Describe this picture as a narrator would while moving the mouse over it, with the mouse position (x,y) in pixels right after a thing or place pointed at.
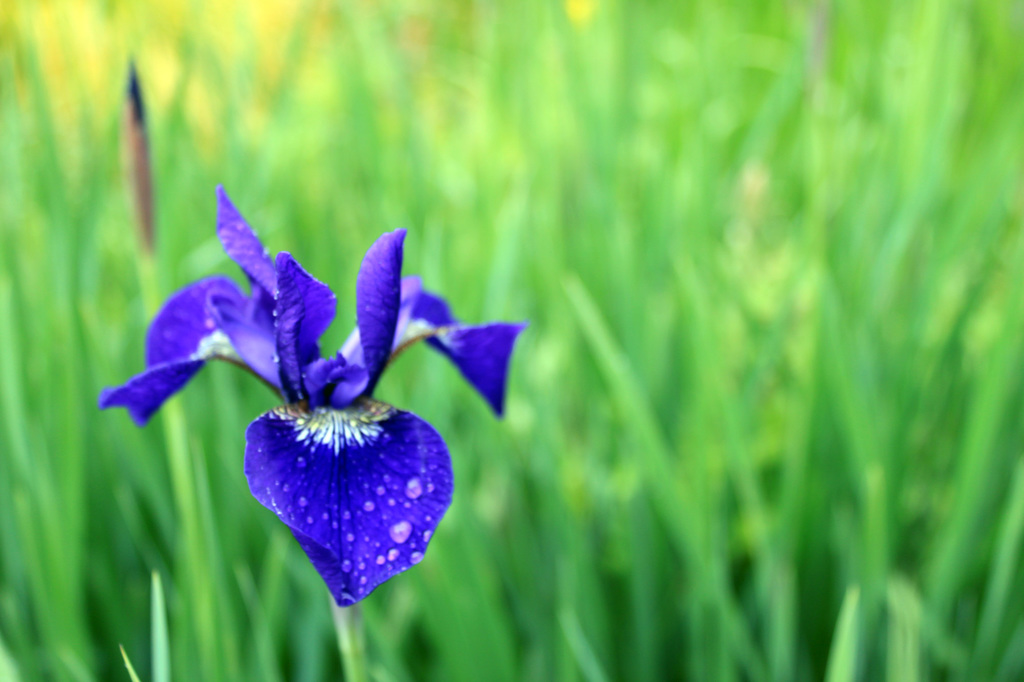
In this image, we can see a flower (310,476) with water droplets (382,563). The background of the image (491,664) is blur and greenery (20,514).
